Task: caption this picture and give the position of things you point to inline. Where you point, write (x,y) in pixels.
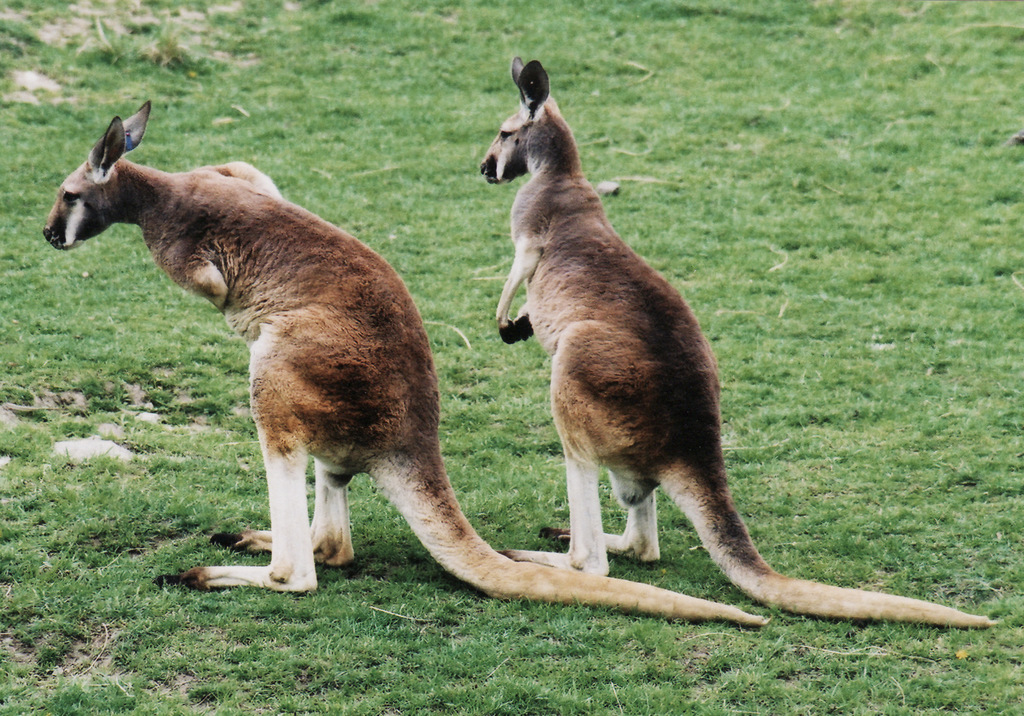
There are two kangaroos (371,305) standing on the grasses (630,577).
